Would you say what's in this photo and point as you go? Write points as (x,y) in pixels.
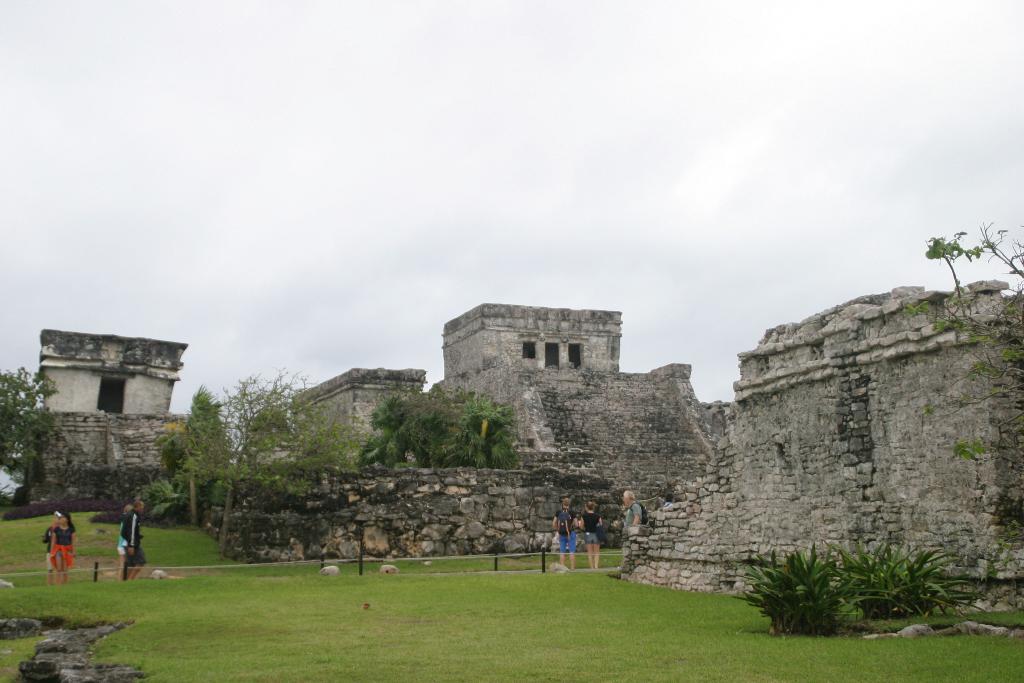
There are people (59,545) standing on a grassy land (368,562) as we can see at the bottom of this image (435,627). There are trees (150,492) and monuments (436,494) in the middle of this image (350,400), and there is a sky (385,217) in the background (568,226).
